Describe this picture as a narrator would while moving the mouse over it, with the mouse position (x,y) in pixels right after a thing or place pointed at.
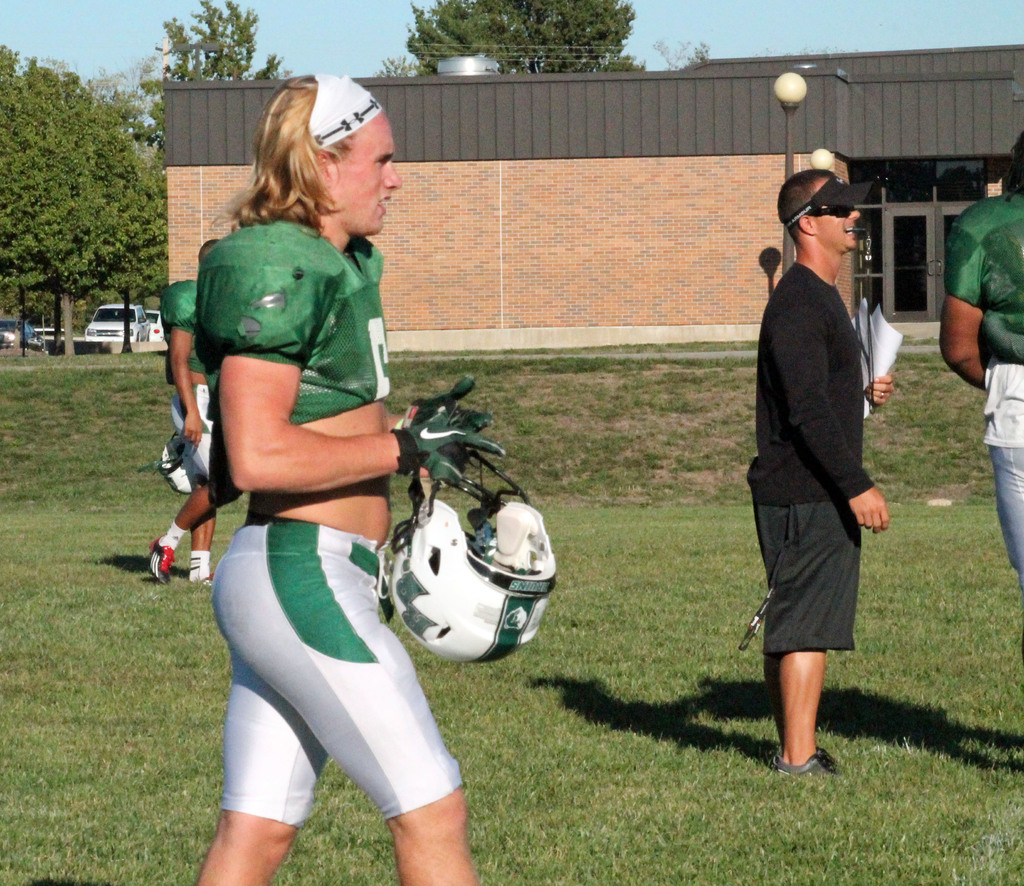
In this image in front (316,270) there are people (192,530) standing on the grass (711,823). In the center of the image (611,312) there is a building (762,182). In front of the building (768,140) there are lights (826,153). In the background of the image (134,174) there are trees (121,270), cars (107,326) and sky (323,17).
